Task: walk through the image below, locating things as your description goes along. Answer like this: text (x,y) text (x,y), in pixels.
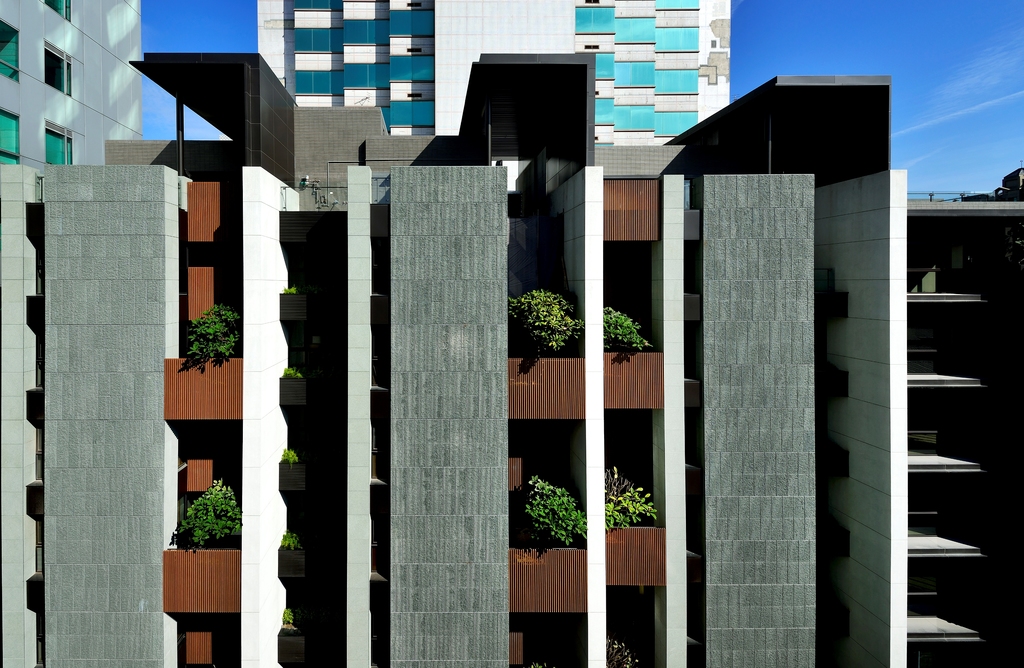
In the picture there is a building (730,494) and there are few plants (629,504) in the balcony (584,409) of the building (373,510), behind that there is a tall tower (283,78) and it has plenty of windows (340,36).
